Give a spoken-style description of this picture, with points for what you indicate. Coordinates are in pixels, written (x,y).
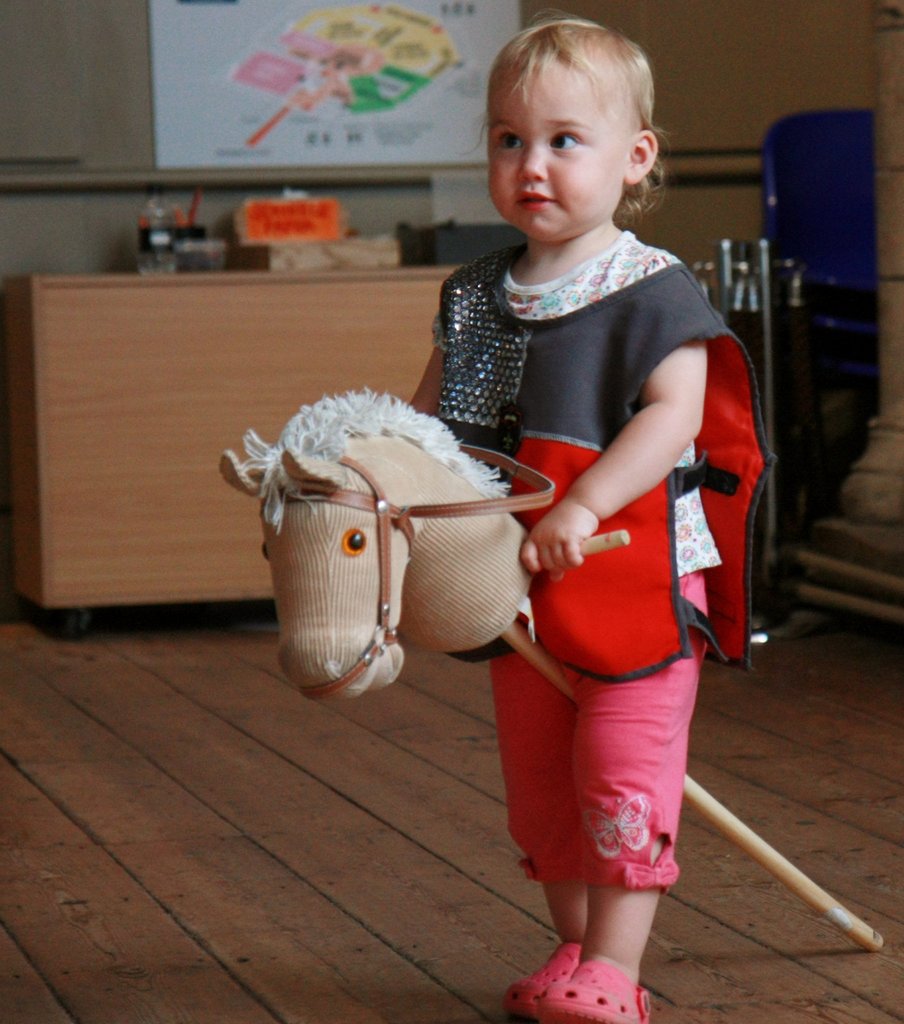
In this image I can see the baby (672,527) is standing and holding something. I can see few objects (483,245) on the brown color object (371,288) and the board (469,114) is attached to the wall (35,44).
